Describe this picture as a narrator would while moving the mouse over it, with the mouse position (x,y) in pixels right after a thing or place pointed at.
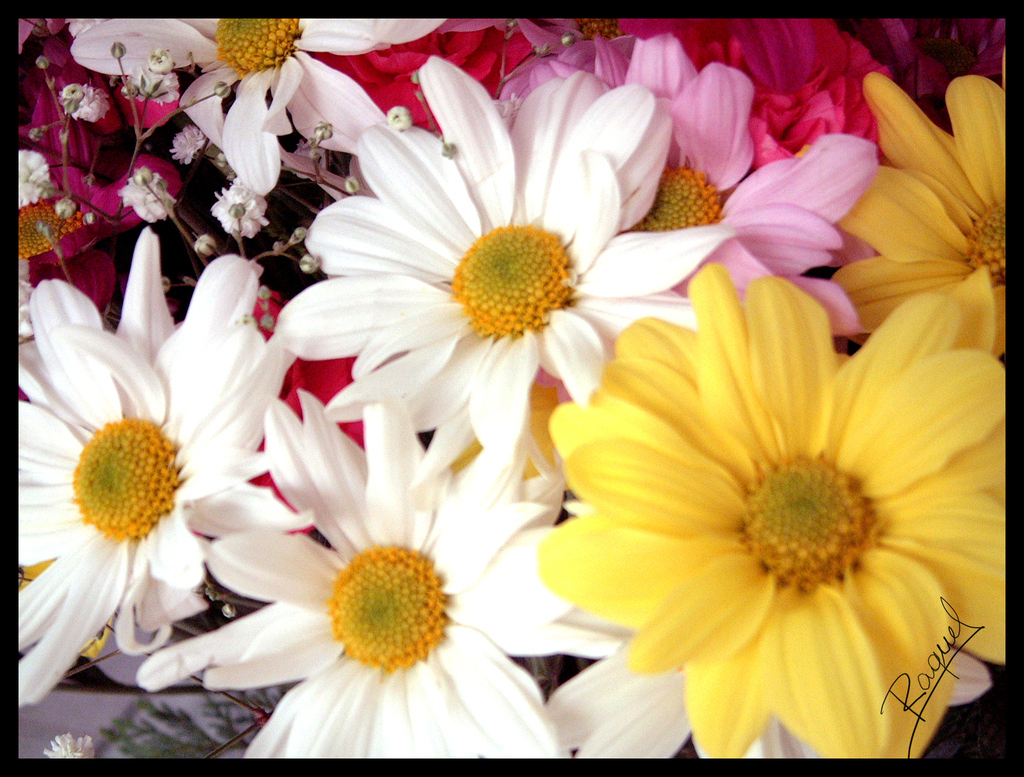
In the image we can see some flowers (886,419).
